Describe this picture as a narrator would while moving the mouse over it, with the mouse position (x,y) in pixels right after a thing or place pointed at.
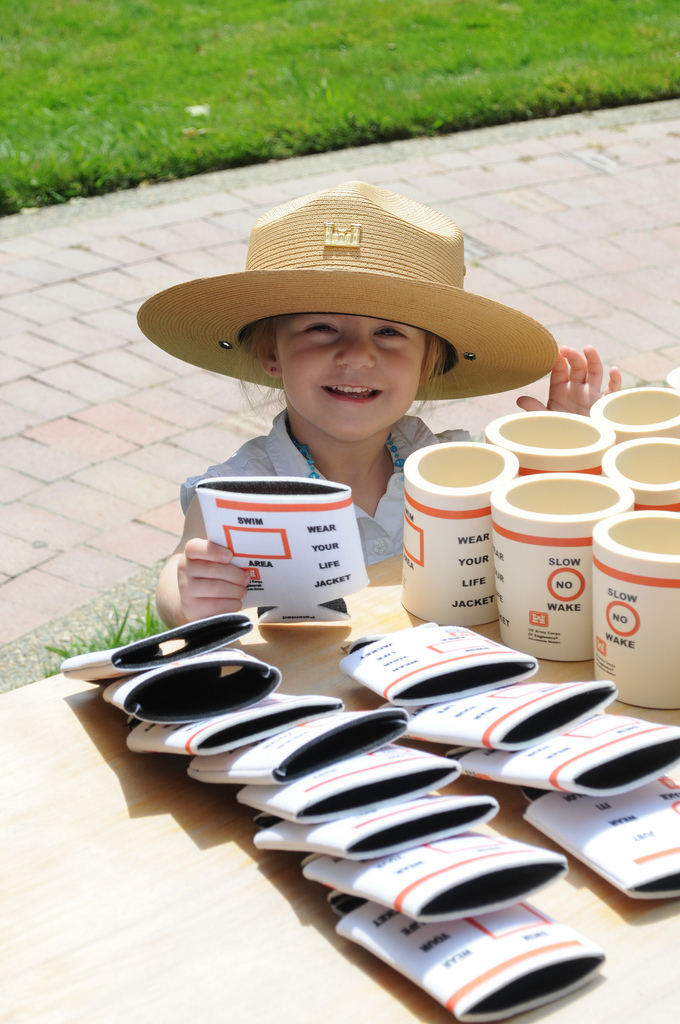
There are group of two different items (310,723) on the table (223,827) and there is a kid (346,399) at the table (123,1017) and wore a hat (319,299) on her head (287,381) and she is holding an object (323,560) in her hand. In the background (40,515) there is a path (143,340) and grass (237,136).
